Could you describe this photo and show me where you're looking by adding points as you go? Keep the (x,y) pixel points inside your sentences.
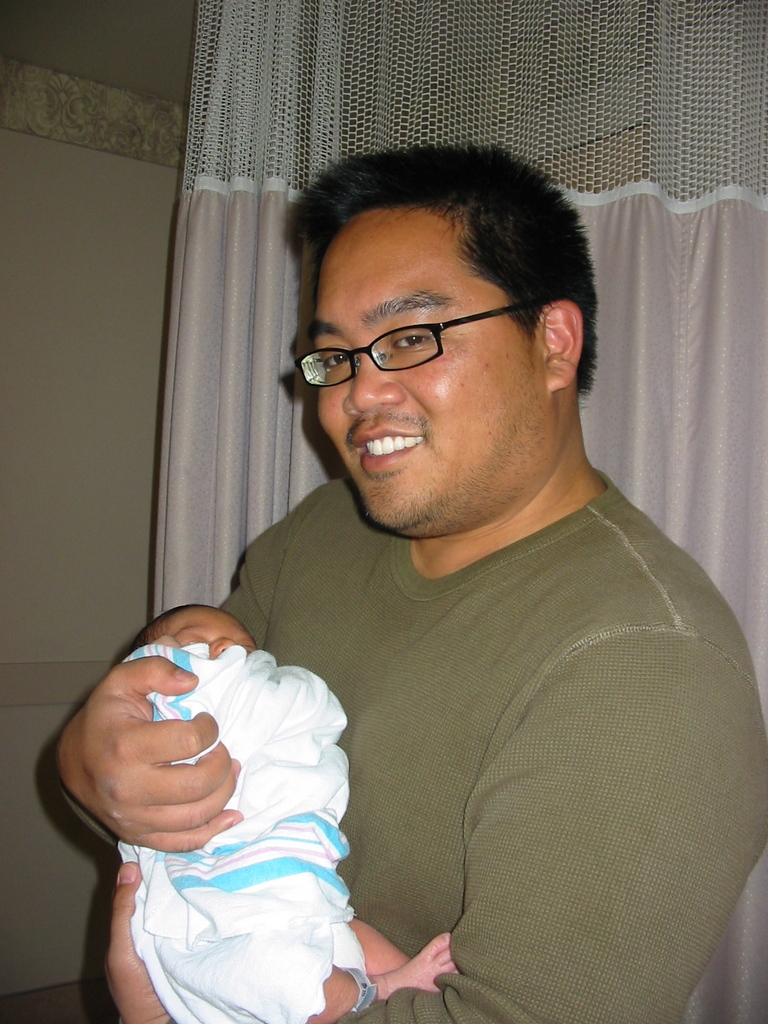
In this image we can see a person (432,583) holding a baby (432,968) and smiling and in the background (713,322), there is a curtain (713,322) and the wall (60,916).
